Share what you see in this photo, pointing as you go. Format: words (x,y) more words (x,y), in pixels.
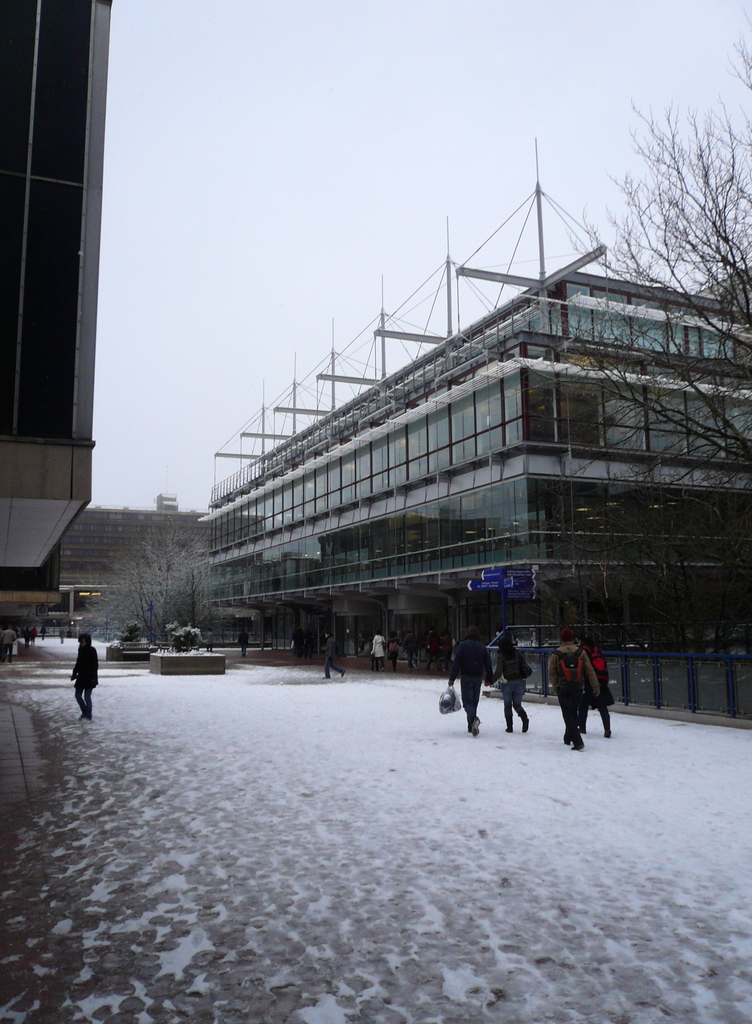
In this picture there is a group of persons (513,688) who is walking on the road (515,759). At the bottom (456,850) we can see snow (579,900). On the left (94,681) there is a man (91,671) who is wearing hoodie (94,657), jeans (90,690) and shoes (84,715). In the background (429,559) we can see the building (424,450), poles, trees (192,603) and planters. At the top (268,192) there is a sky (189,208).
